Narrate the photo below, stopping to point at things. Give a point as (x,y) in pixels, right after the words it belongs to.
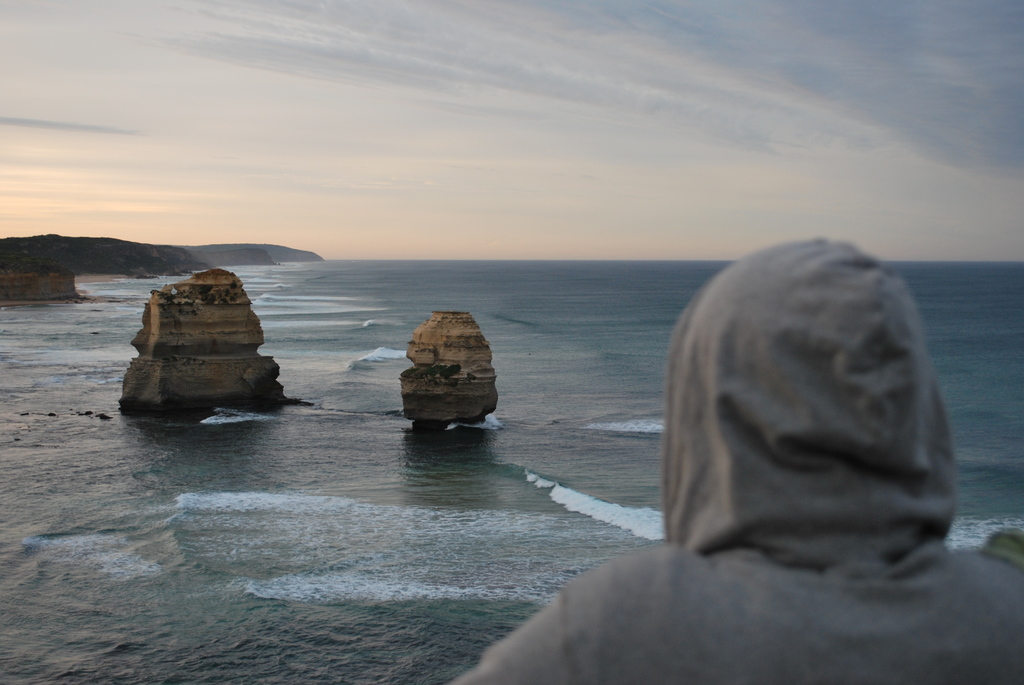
In this image there is a man (782,543) and in the background (426,567) there is a sea (1008,411), stones (244,345) and a cloudy sky (412,128).
